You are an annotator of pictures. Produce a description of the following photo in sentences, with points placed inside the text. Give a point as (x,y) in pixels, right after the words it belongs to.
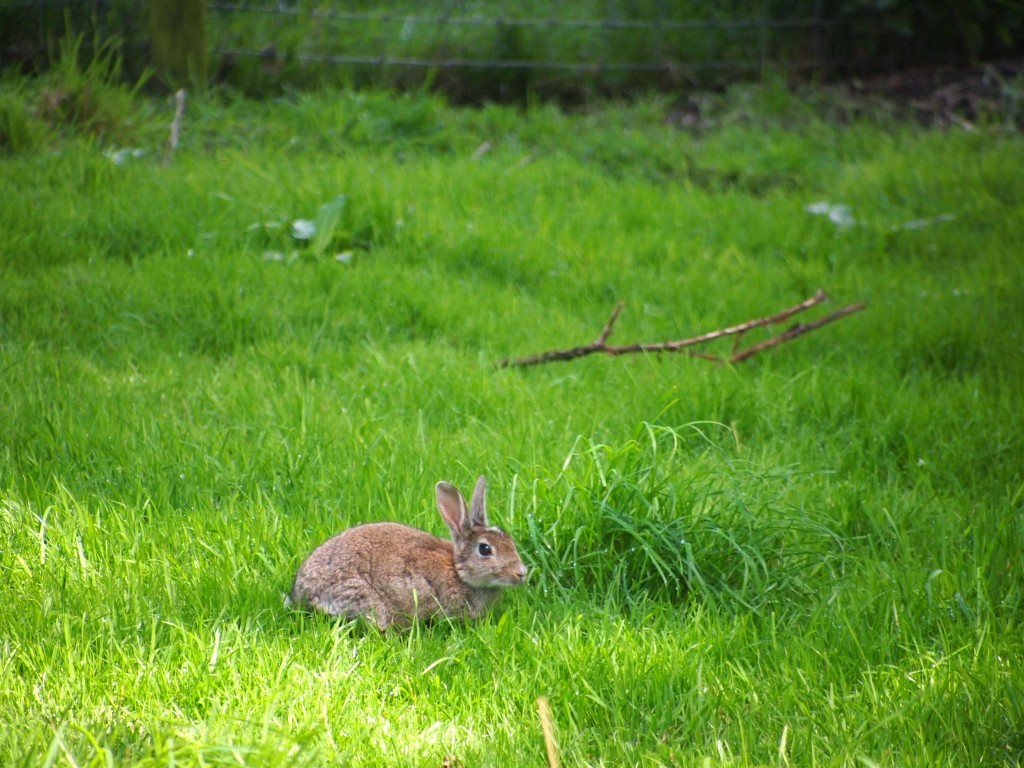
This picture is clicked outside. In the foreground (502,606) can see the rabbit (433,588) and we can see there are some objects (767,319) and we can see the green grass (499,409).
